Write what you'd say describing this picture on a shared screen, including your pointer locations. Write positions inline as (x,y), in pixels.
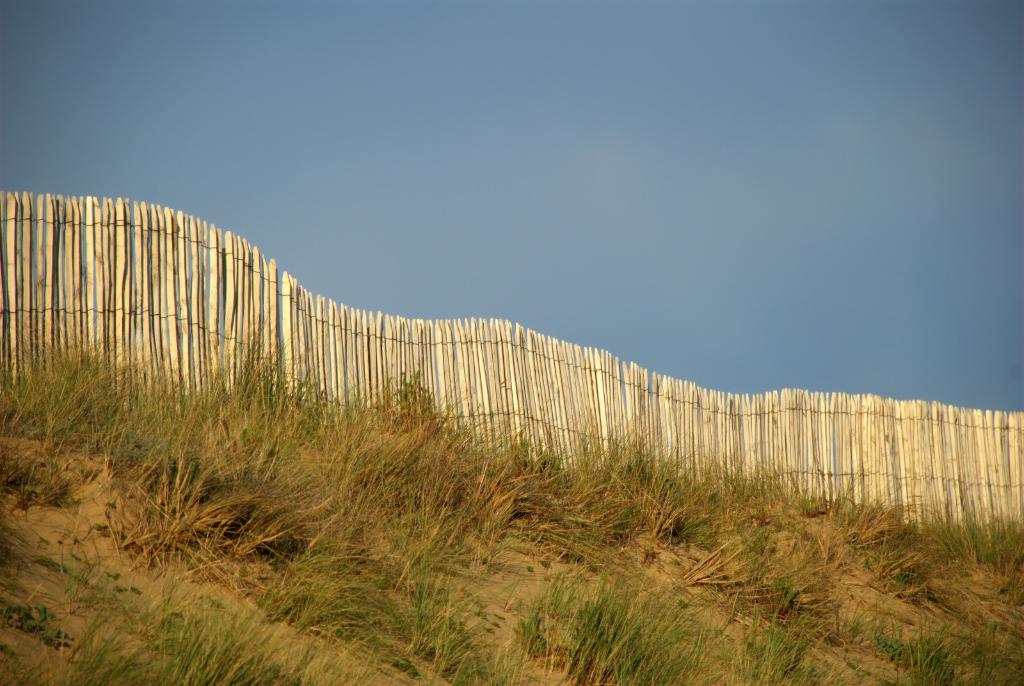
In the foreground of this image (384,552), there is a grass (542,517) and wooden railing (613,379). At the top (620,169), there is the sky (626,132).
